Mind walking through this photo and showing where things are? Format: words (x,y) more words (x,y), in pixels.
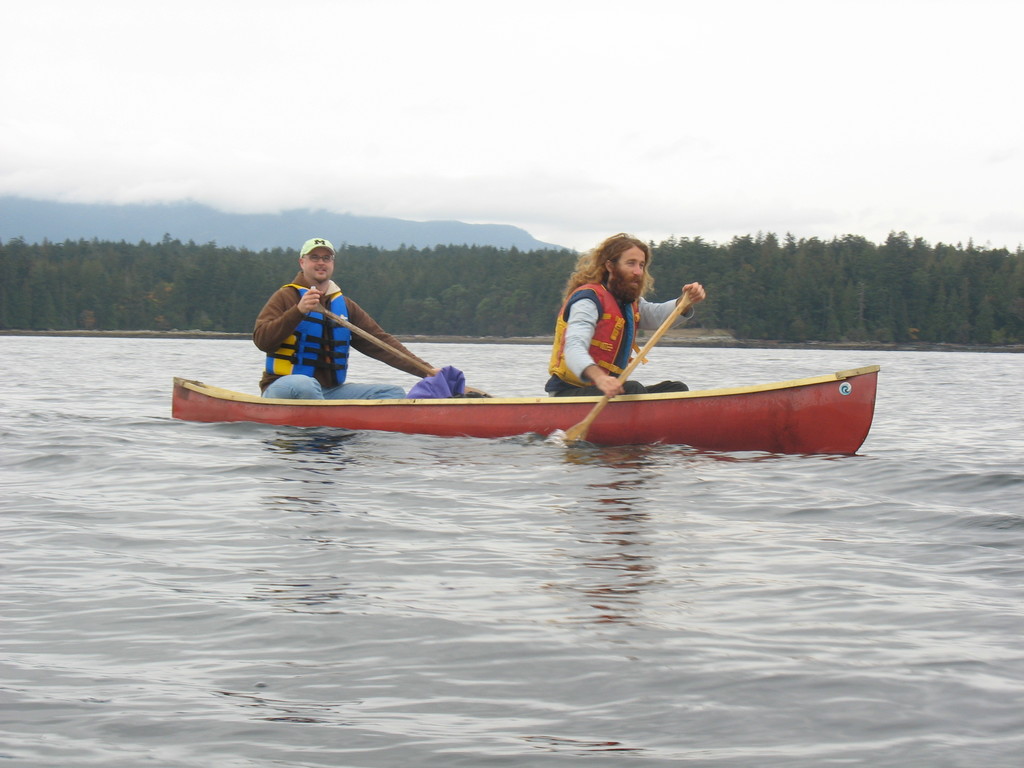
In the image we can see the boat (541,425) in the water (555,434). In the boat (565,411) there are two people (563,337) sitting, wearing clothes (565,344) and holding the paddle (599,410) in their hands (300,301). The left side man (310,311) is wearing the cap (315,247) and spectacles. There are trees (391,282), mountain (367,236) and the sky (384,126).
